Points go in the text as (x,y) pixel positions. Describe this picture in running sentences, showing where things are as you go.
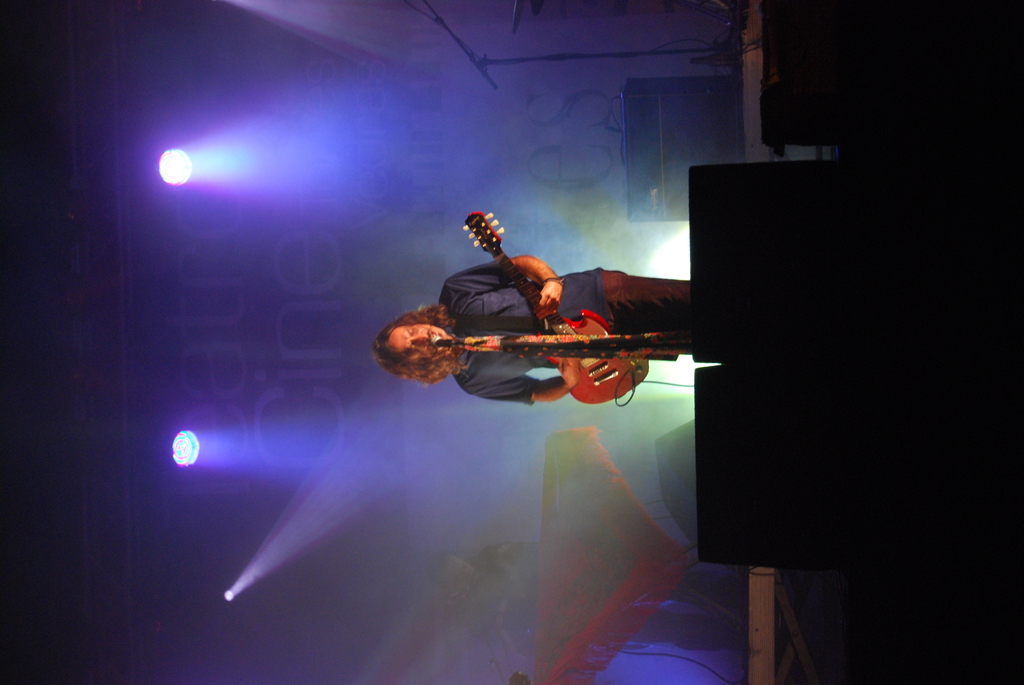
In this picture we can see man (612,302) standing and holding guitar (480,234) in his hand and playing it and singing on mic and in background (384,472) we can see light (214,454), banner (212,298).
